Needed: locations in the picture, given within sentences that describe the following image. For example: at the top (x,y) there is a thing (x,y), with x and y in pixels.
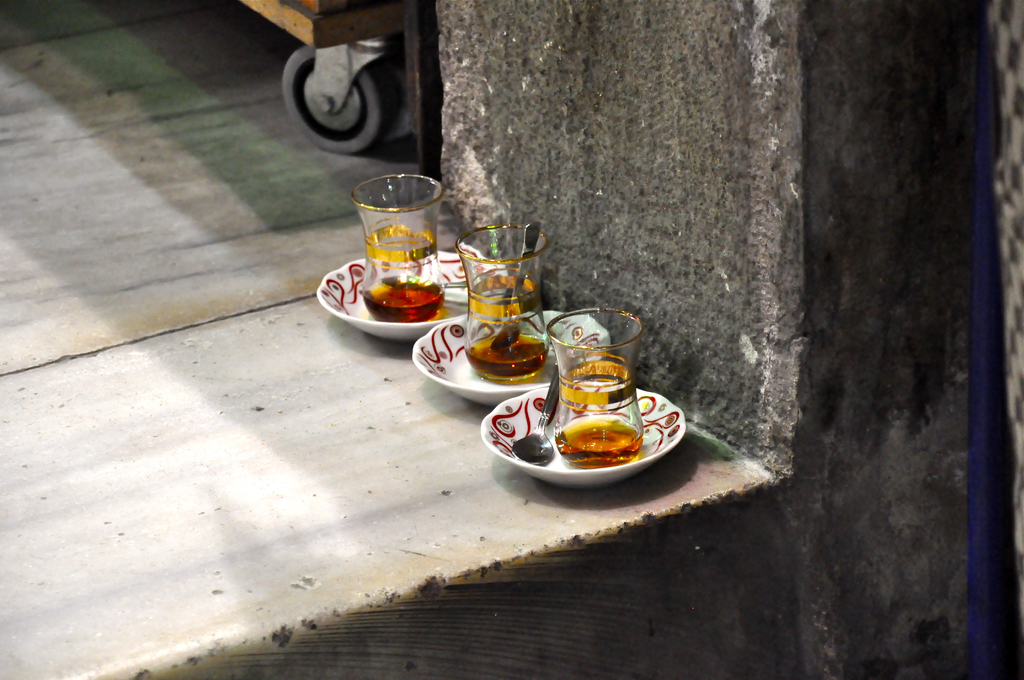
In the middle (391,254) I can see bowls (610,481) and glasses (495,380) on the floor (280,408). In the background (350,118) I can see a vehicle (367,142) and a wall (573,123). This image is taken during a day.
